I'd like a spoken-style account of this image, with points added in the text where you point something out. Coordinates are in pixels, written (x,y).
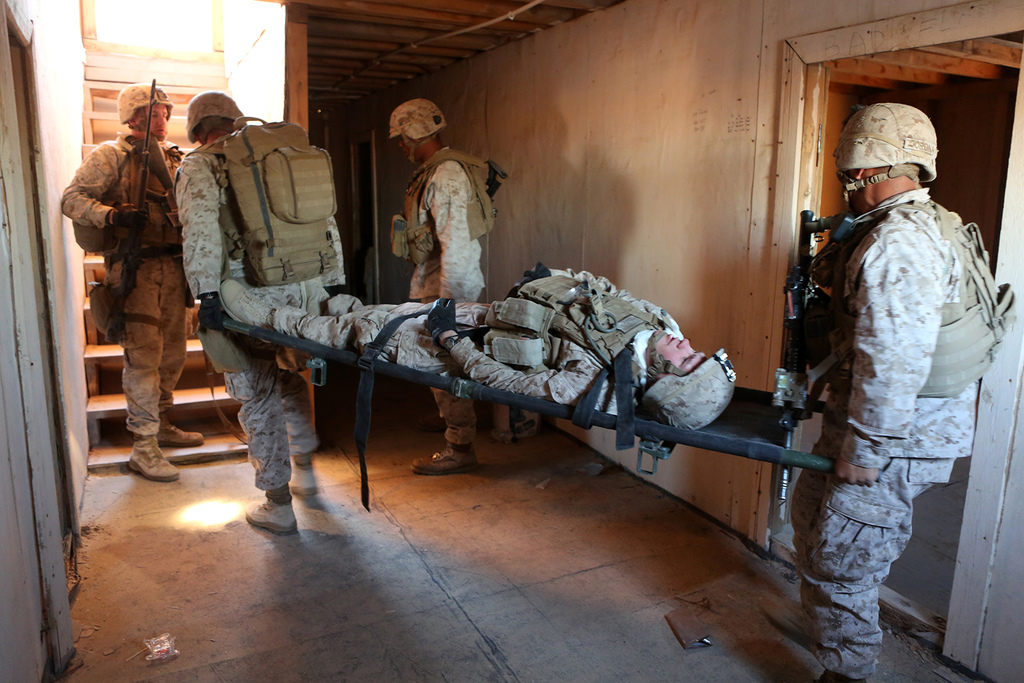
In this picture we can see four persons (141,259) wore helmets (132,117) and standing on the floor (387,532) where a person (315,317) lying on a stretcher (793,451) and in the background (821,415) we can see wall (552,111), steps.
